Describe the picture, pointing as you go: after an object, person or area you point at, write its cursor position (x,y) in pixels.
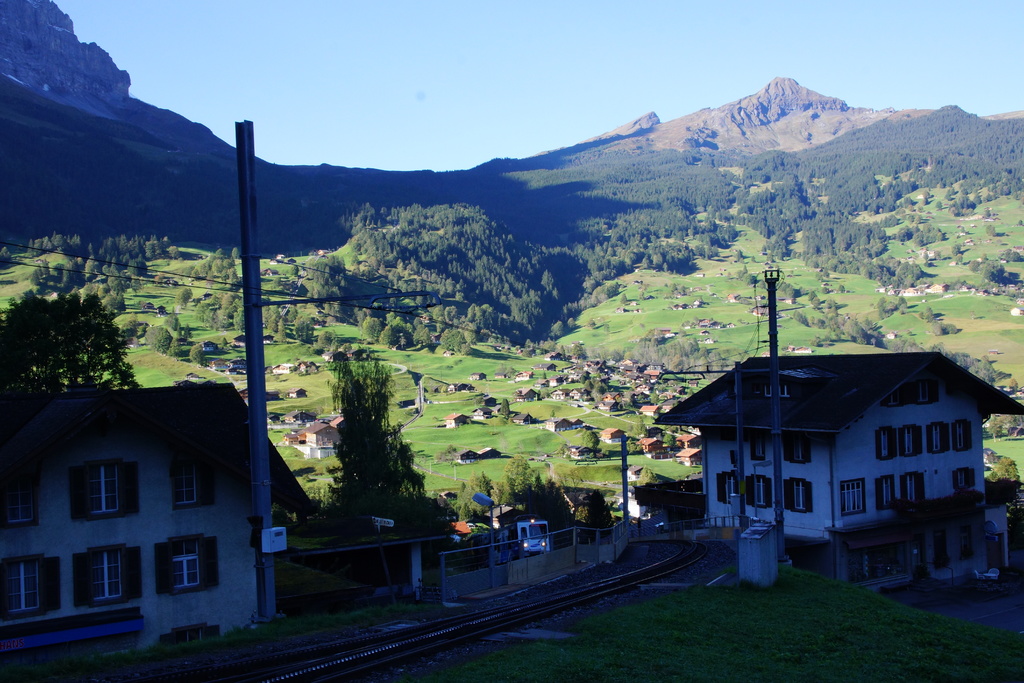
In this image there is a rail track (589,585) on the land (450,658) having few poles (257,567). Bottom of the image (827,613) there is grassland (700,600). There is a fence (601,550). Behind there is a vehicle (517,534). Background (1017,168) there are buildings (681,411) and trees (1001,165) on the grassland (713,334). There are hills (59,169). Top of the image (472,62) there is sky (627,39).
